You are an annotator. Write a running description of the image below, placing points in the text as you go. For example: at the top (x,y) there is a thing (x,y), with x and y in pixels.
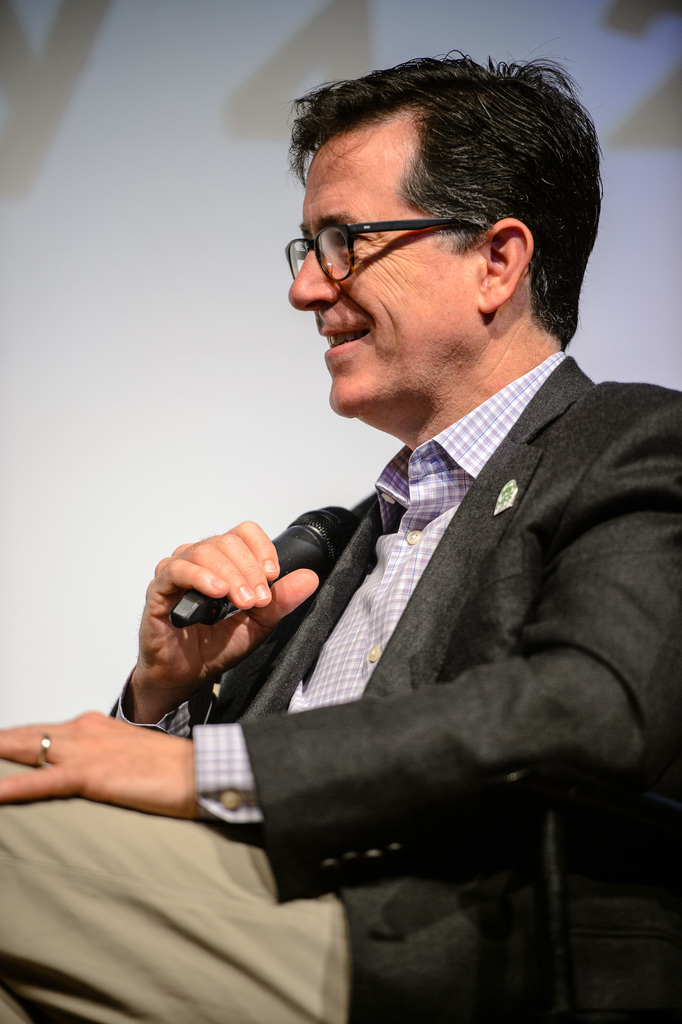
In this image I can see a person (384,748) is holding a mike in hand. In the background (191,230), I can see a wall (150,320). This image is taken may be in a hall (125,481).
